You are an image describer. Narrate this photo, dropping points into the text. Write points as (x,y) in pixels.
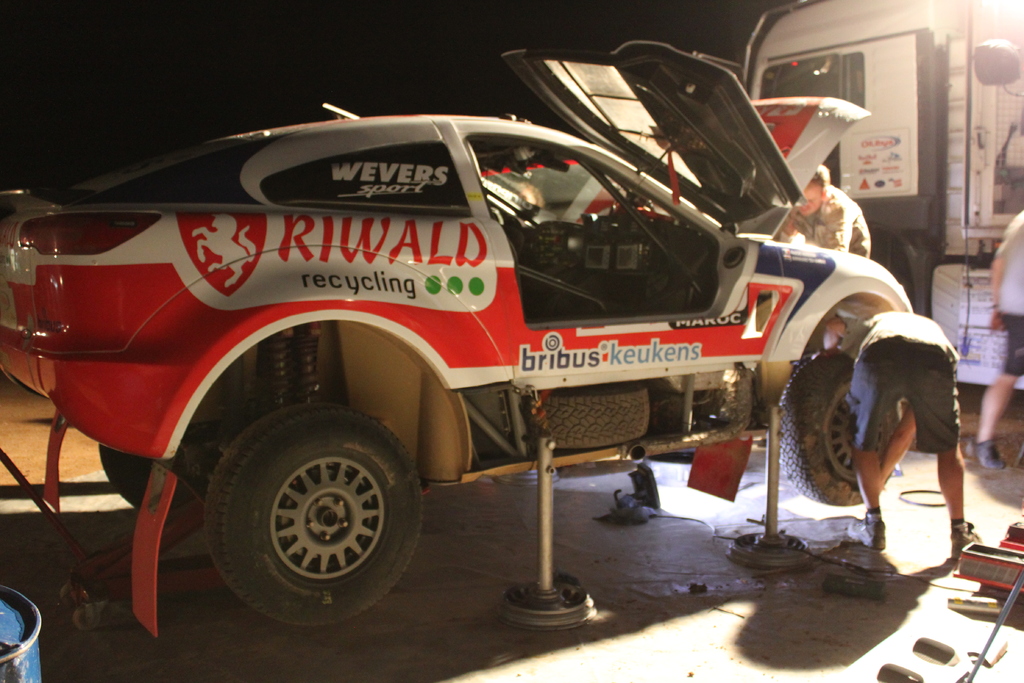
In this picture I can see vehicles (671,244), there are three persons (947,397), there are tools (953,607), and there is dark background (156,30).
